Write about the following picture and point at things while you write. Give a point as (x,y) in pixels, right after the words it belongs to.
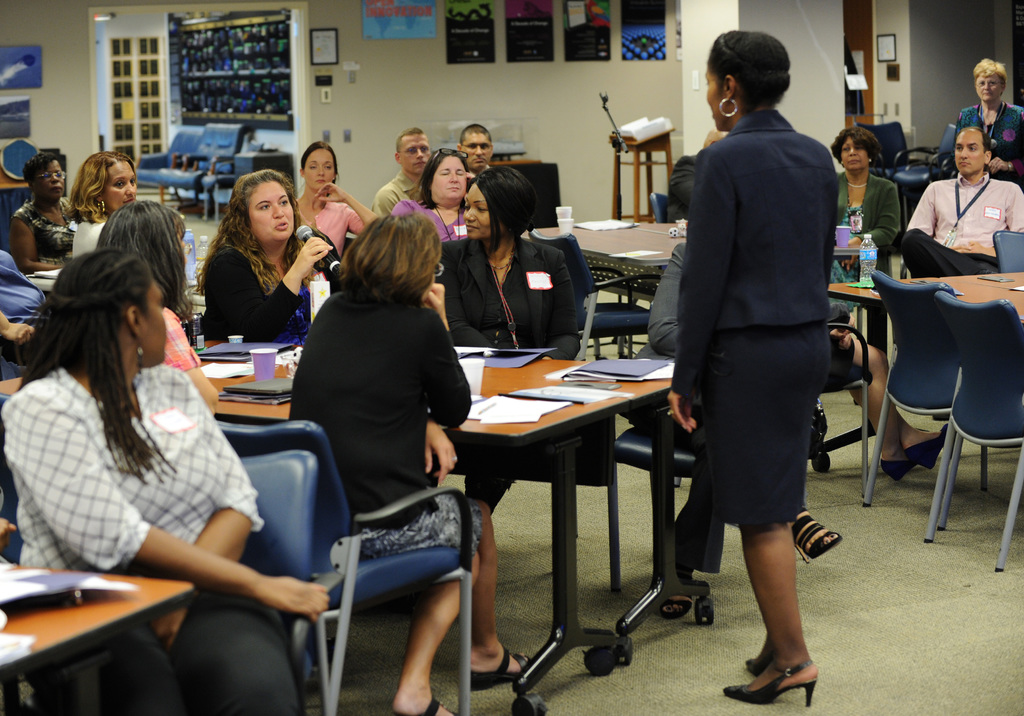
This picture is clicked inside the room (256,565). There are many people (506,202) sitting on the chair (341,493). The woman (263,181) in the middle of picture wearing black shirt (269,301) is holding microphone (302,233) in her hands (318,256) and talking on it and woman (699,227) in the middle of the picture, wearing blue blazer (715,264) is standing and behind her we see a pillar (758,25). Beside the pillar (818,101), we see many chairs (879,130) and tables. On background (345,130), we see a wall (519,68) on which charts (602,8) are placed and beside that, we see sofas (189,135) and racks (192,70).
